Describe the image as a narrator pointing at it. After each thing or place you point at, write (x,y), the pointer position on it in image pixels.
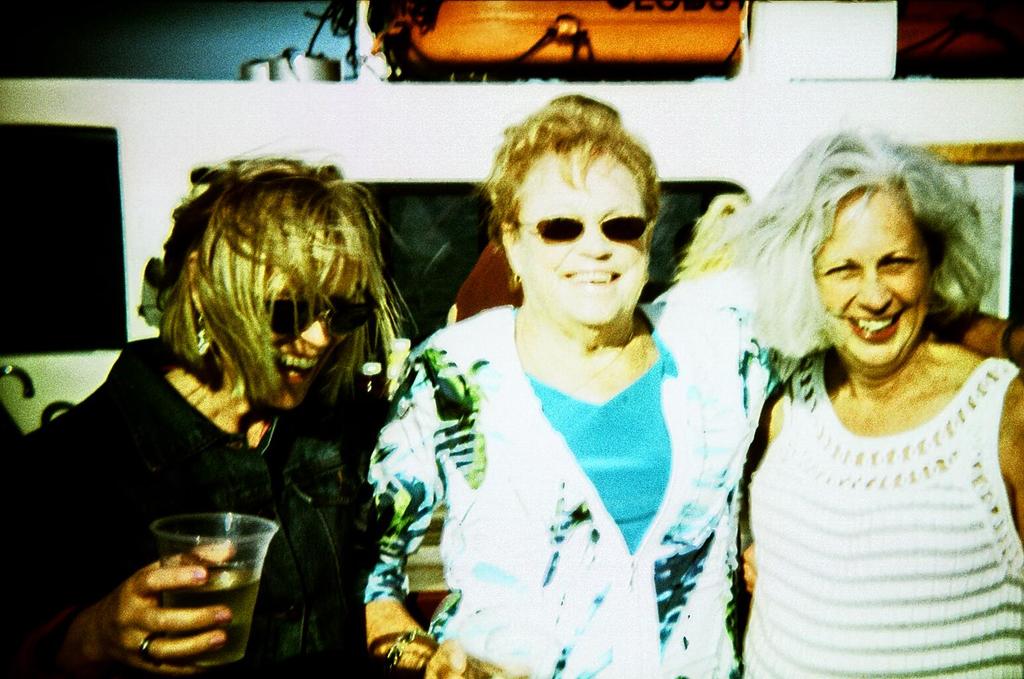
In this image I can see three people (492,422) with different color dresses (469,359). I can see two people (531,264) with the goggles (358,318) and one person (173,578) is holding the glass (166,599). In the background (670,206) there might be photo frames (952,161) and borders (159,84) to the wall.
